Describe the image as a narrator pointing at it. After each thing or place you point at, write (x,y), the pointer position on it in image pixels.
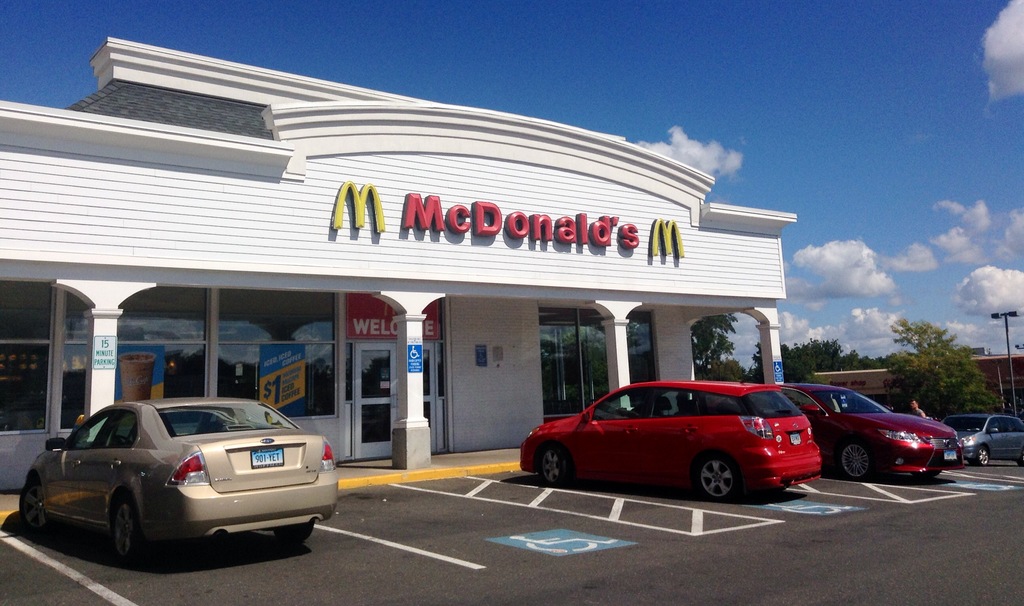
In this image I can see the ground (761,523), few vehicles (755,461) on the ground (727,522), a person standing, few trees (908,390), a building (513,339) which is white in color, few glass windows (251,327) of the building (379,277), few poles (1000,382) and few other buildings (1001,408). In the background (863,171) I can see the sky (494,83).
